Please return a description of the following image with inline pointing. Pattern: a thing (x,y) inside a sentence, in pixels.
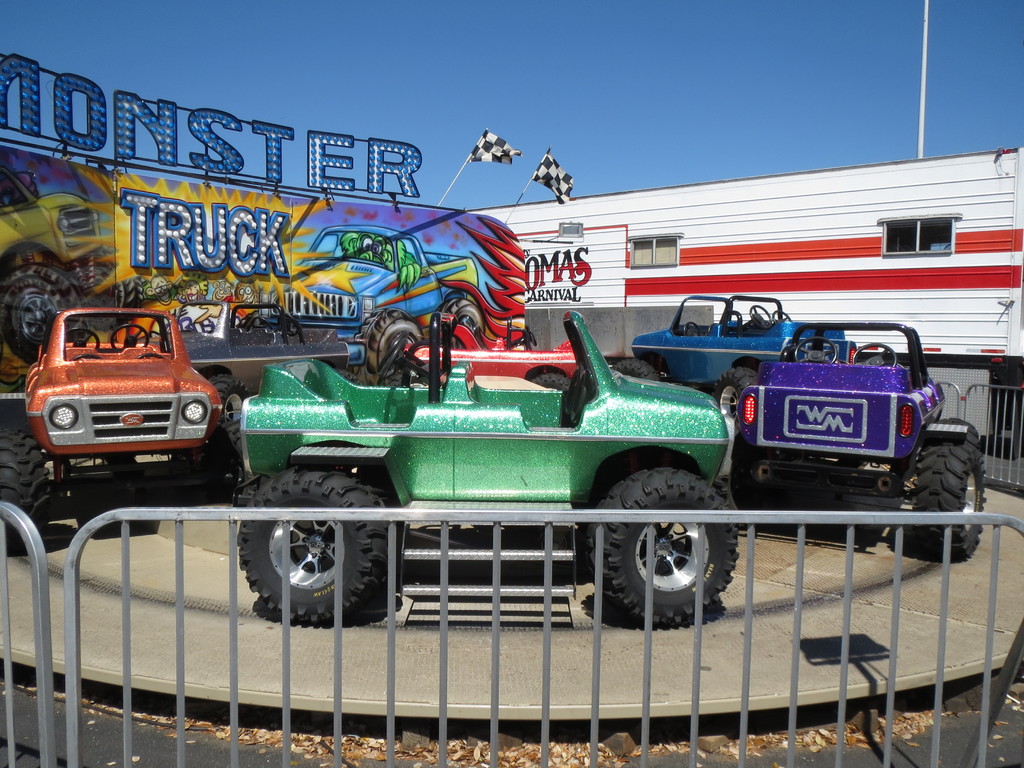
In this image I can see vehicles (515,444). There are barriers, flags (550,179) with poles (507,220), boards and in the background (617,113) there is sky (628,52).
